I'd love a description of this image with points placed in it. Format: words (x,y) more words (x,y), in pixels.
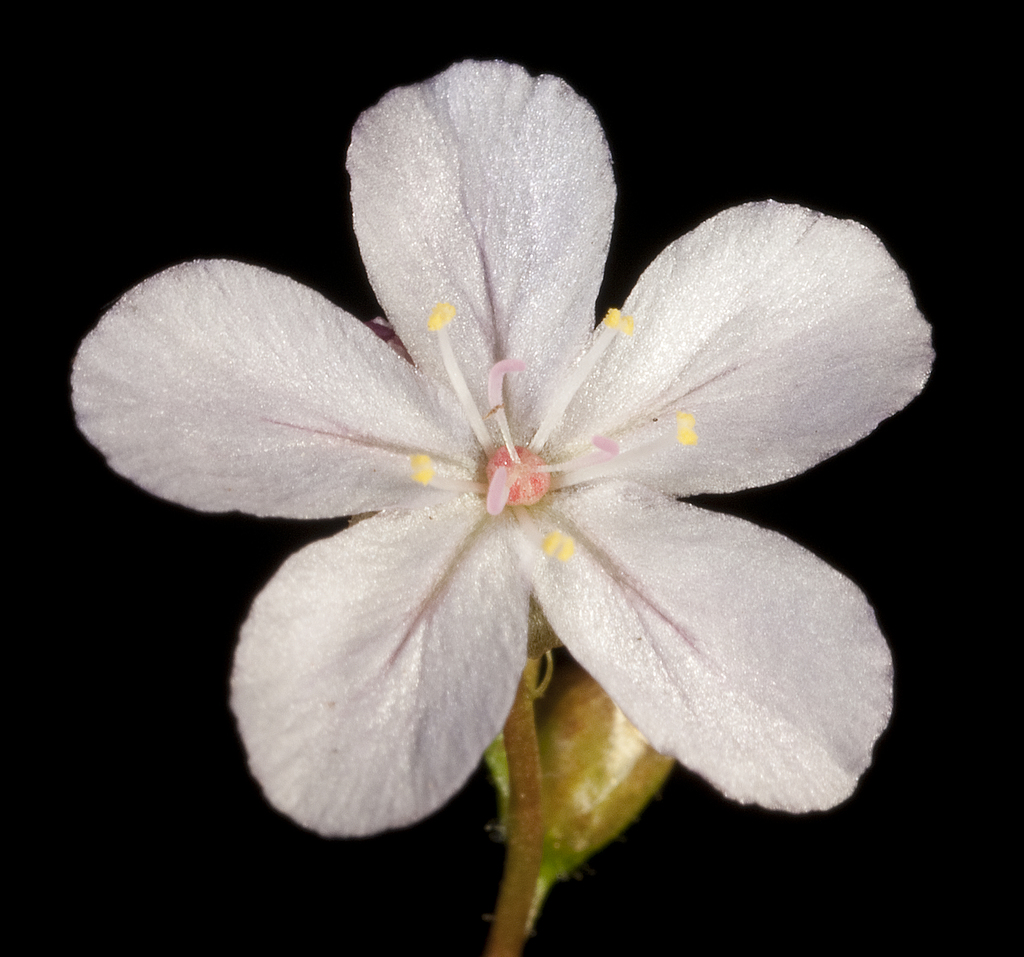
In this image the background (121,640) is dark. In the middle of the image (513,461) there is a plant (469,679) with a beautiful white color flower (420,450).
